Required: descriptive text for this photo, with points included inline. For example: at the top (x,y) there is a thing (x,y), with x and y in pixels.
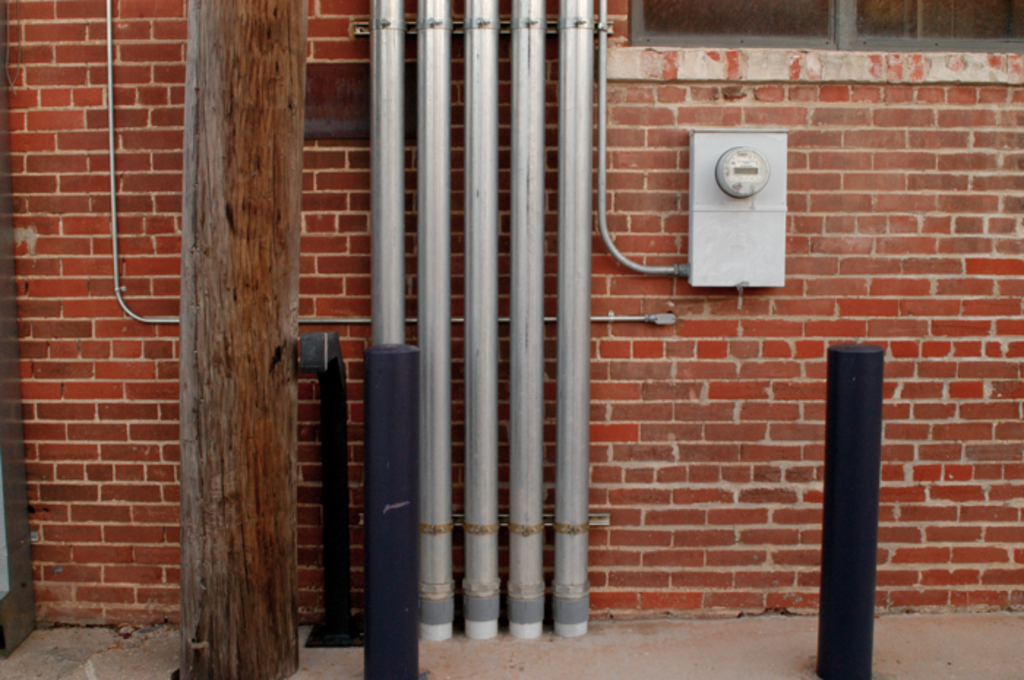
In the image there is a brick wall (317,142), in front of the wall (310,157) there is a tree trunk (223,373), metal poles (493,323) and other objects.
